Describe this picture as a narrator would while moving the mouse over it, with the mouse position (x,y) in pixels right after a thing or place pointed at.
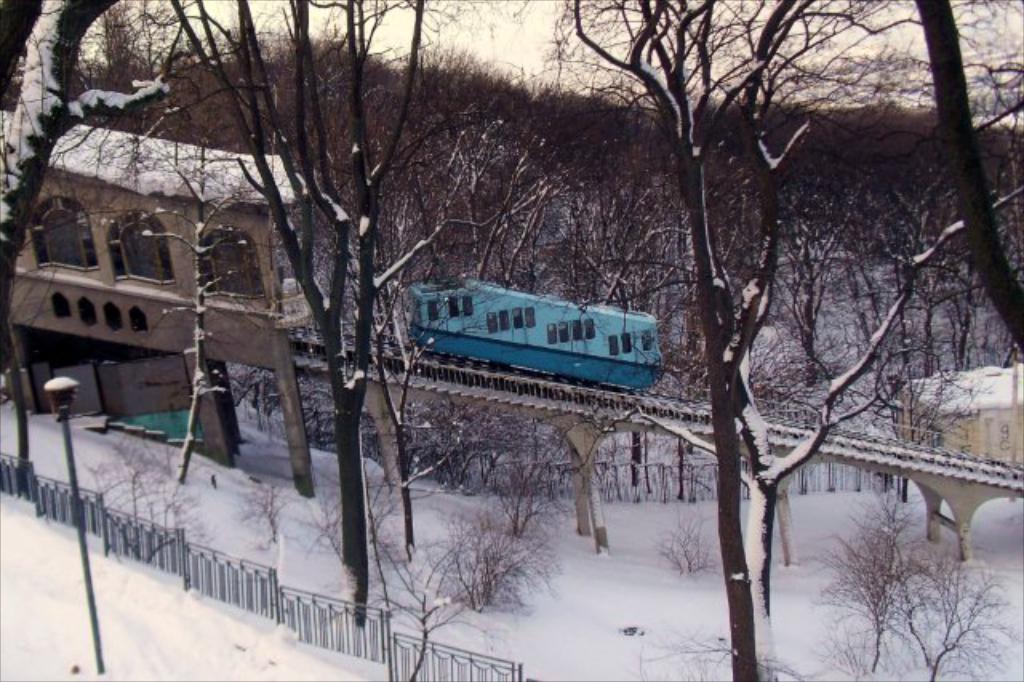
In this image I can see a train (538,347). Here I can see a house (154,330). Here I can see a fence (190,576), snow (15,523) and street light (74,498). In the background (448,121) I can see trees (485,149) and the sky (531,29).
